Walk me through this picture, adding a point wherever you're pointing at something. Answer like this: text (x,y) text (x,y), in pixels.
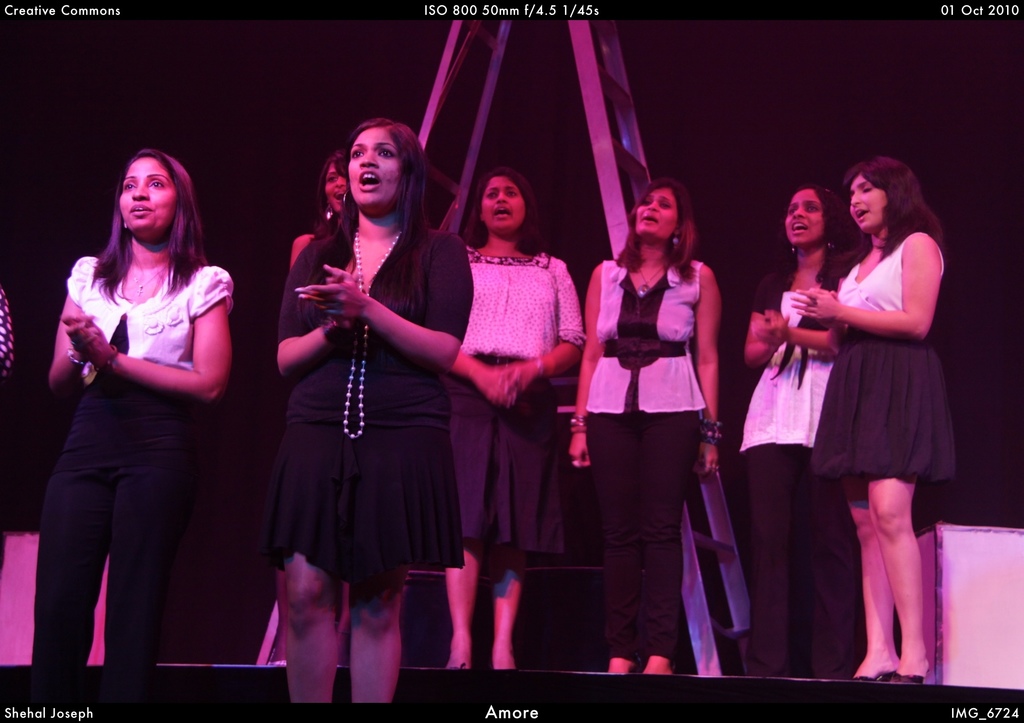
In this image, we can see some women (925,349) standing and we can see a ladder (460,212).
